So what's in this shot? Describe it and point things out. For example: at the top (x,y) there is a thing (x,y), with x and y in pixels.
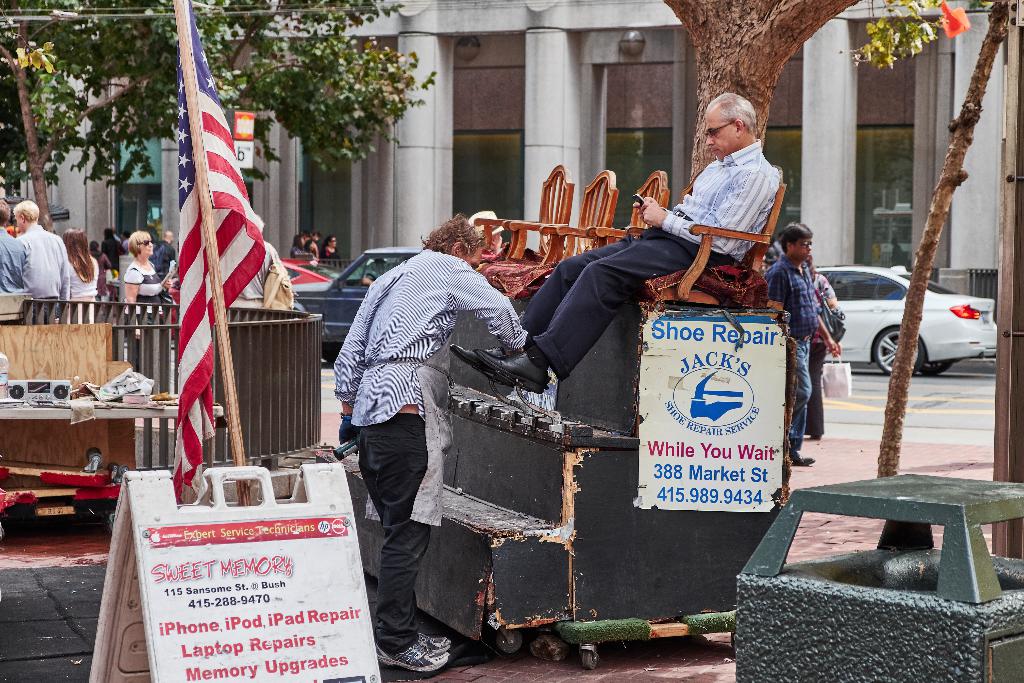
This is an outside view. In the middle of the image (652,268) I can see a man (726,181) sitting on a bench (684,302), holding the mobile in the hands (654,207) and looking at the mobile (642,200). In front of this man (571,284) another man (394,415) is standing and polishing his shoes (503,363). In the foreground (330,667), I can see a dustbin (812,599) and a board (187,618) to which a flag (213,317) is attached and on the board (261,625) I can see some text (224,600). On the left side (235,353) there is a railing (148,343). In the background (324,282) I can see few cars (354,277) and people (149,252) on the road (324,391). In the background (490,48) there is a building (463,36) and trees (105,74).
